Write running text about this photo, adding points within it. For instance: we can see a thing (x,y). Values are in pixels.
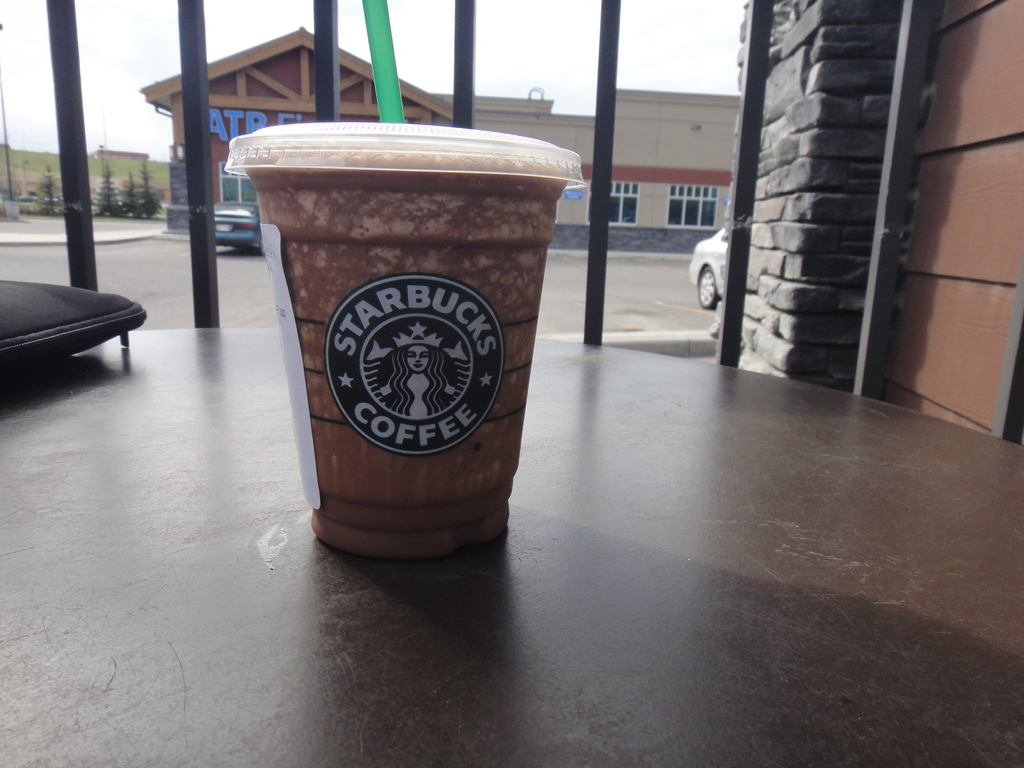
A glass (417,250) with a cap (360,157) and straw (377,49) is kept on a table (575,549). And there is a label (405,372) on the glass (419,354). In the background (599,103) there are iron rod (186,133), buildings (248,99), windows (675,203), vehicles (241,224), trees (143,176), sky (140,44).
